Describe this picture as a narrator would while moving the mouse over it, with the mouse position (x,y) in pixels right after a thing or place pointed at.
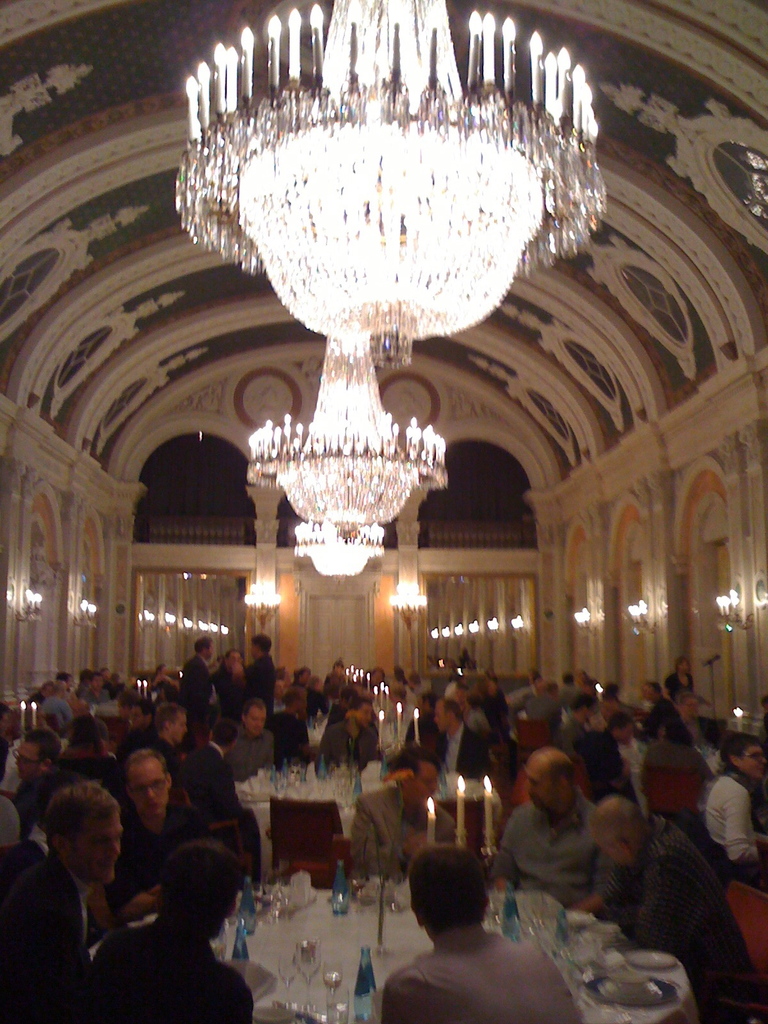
At the top (153,146) we can see a well designed ceiling (705,193) and a ceiling lights (370,272). Here we can see persons (217,672) standing and sitting on chairs (760,988) in front of a table (374,962) and on the table (349,941) we can see glasses (332,993), bottles (363,971), candles (490,830) on a stand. Here we can see a mike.
